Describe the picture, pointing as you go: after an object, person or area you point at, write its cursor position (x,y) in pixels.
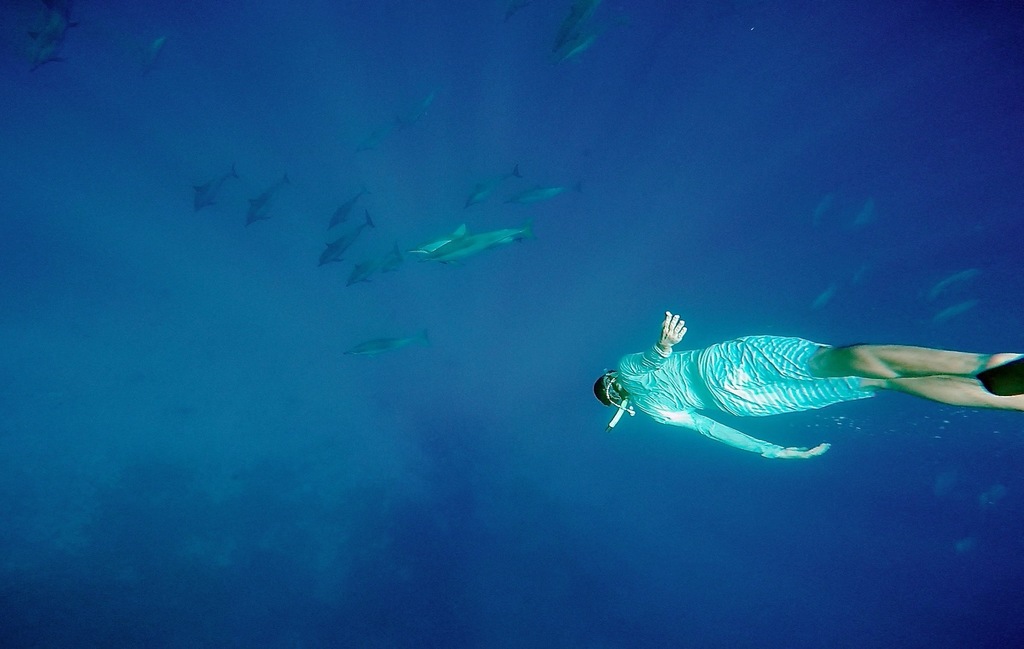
In this image we can see a person (628,367) swimming underwater and there are many dolphins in front of him.
